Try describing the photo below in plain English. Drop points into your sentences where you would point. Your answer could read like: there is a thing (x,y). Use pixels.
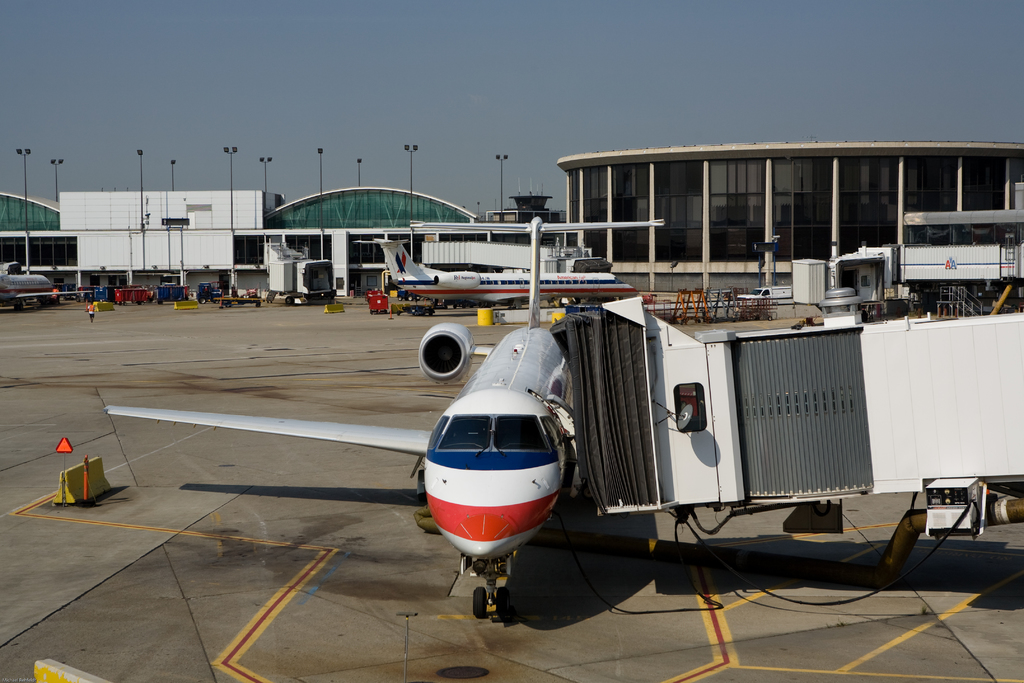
In this picture we can observe an airplane (498,427) on the runway (615,598). This airline (467,529) is in red, white and blue colors. In the background (638,251) we can observe an airport (335,216) and some vehicles (164,297) on the runway (302,341). There are some poles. We can observe sky (485,96) here.
